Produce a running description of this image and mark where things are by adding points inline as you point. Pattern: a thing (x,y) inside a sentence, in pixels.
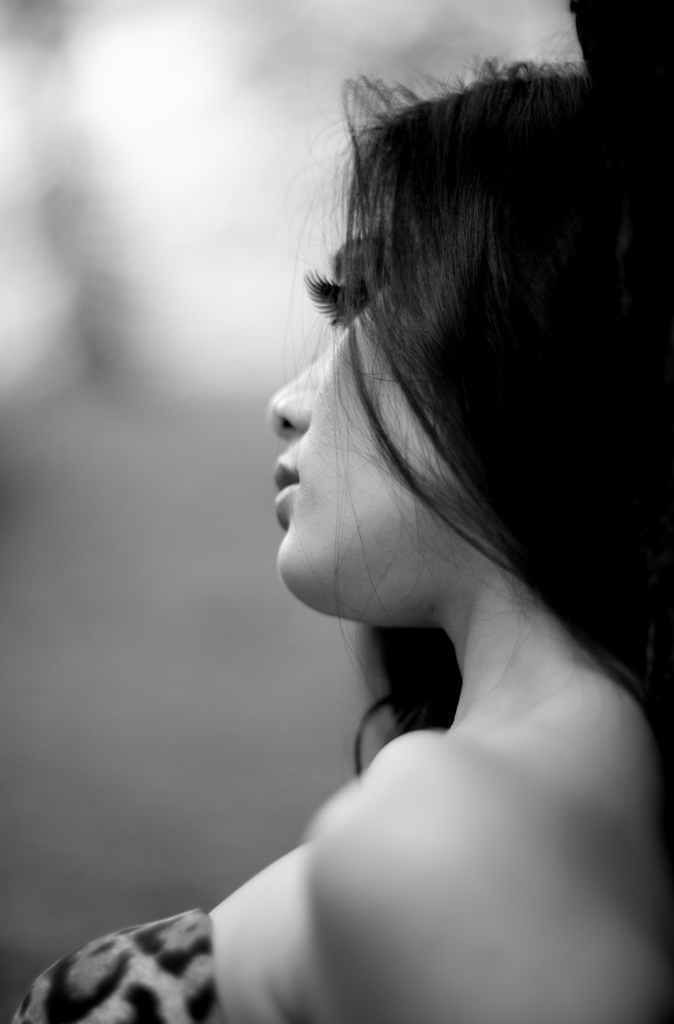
In this black and white picture there is a woman (406,738). Background (16,696) is blurry.
